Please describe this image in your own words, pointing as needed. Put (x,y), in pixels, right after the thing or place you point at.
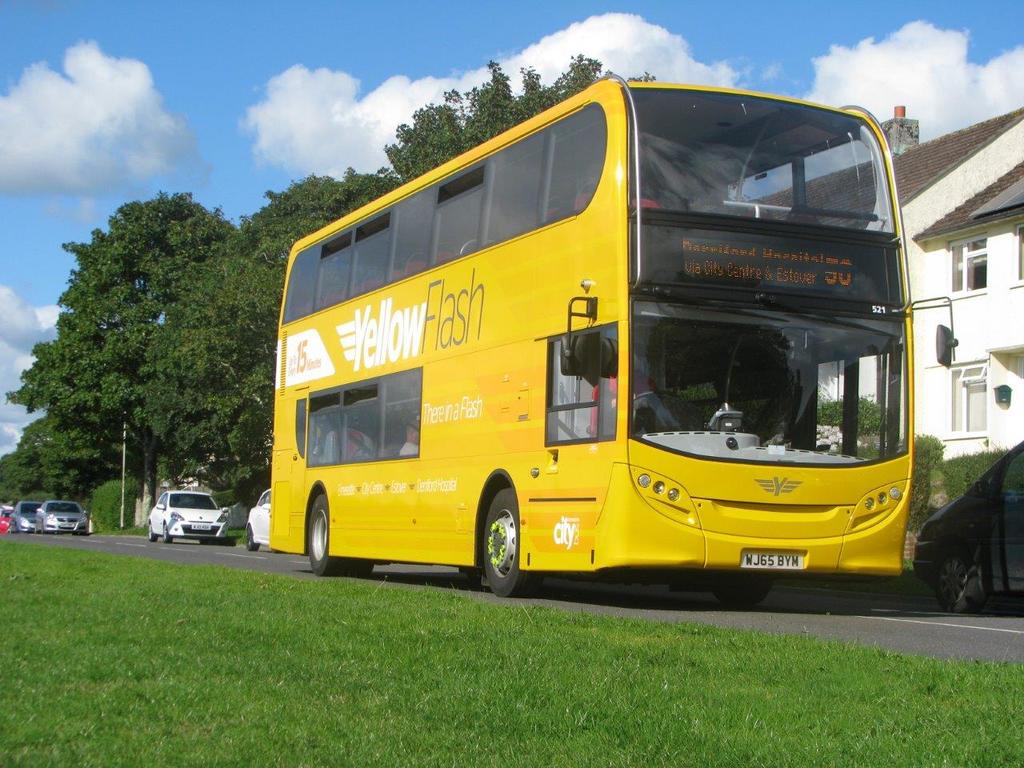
In the image there is a yellow color double decker bus (456,372) going on the road (668,589) with cars (252,524) going behind it, in the front (149,576) its grassland (658,645) and behind it there is a home (968,254) on the right side (918,219) and trees (209,263) on the left side (118,375) and above its sky (288,64) with clouds (339,70).
